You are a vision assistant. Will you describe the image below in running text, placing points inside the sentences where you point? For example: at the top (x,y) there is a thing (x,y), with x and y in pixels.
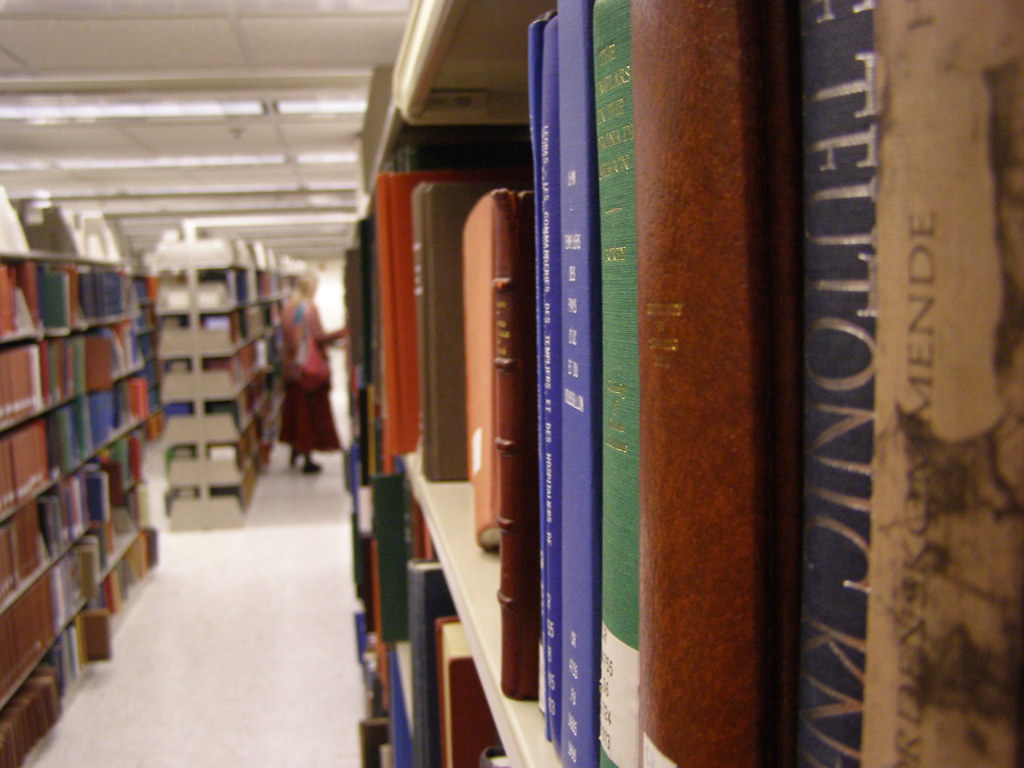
In this picture we can see a few books (36,695) on the shelves (271,307). We can see some text (829,189) and numbers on these books (572,262). There is a person (291,313) standing on the floor (305,478). We can see some lights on top (86,114).
